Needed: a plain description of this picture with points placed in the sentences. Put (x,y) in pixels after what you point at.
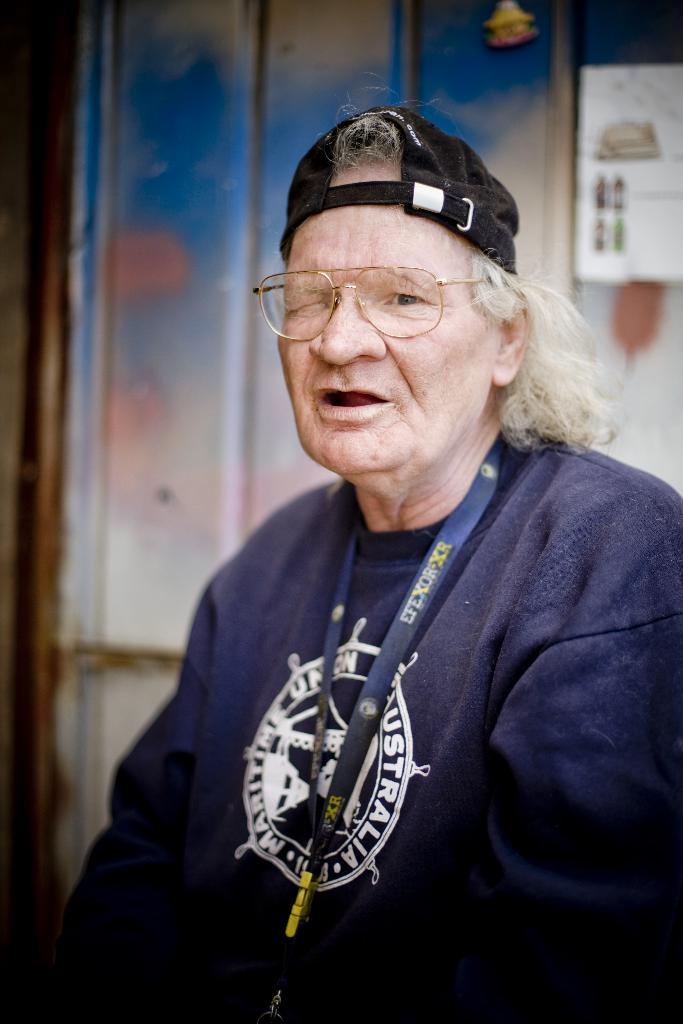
In this image, we can see a person (475,624) wearing clothes (337,701) and spectacles (397,307).
